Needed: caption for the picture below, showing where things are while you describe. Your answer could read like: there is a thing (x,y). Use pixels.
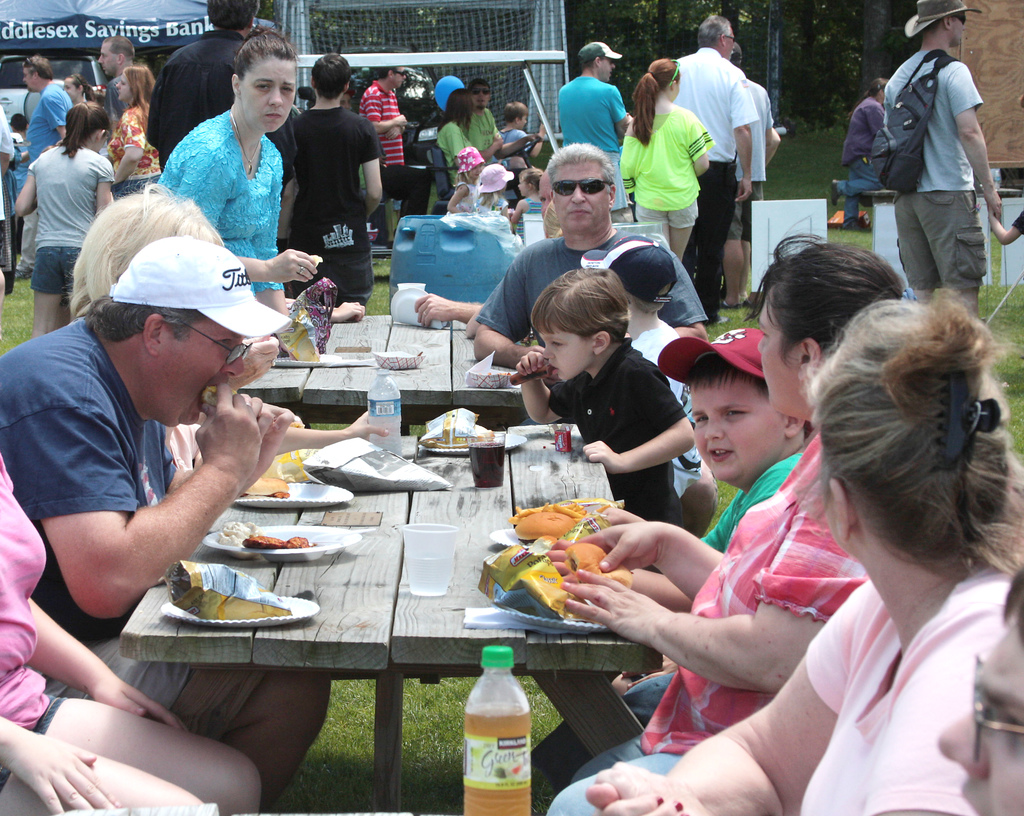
In this picture i could see many number of persons (622,350) sitting around the table (410,601) and having a snack (596,530). It seems like some park (789,78) with greenery (643,31) at the background (620,46) and grass (415,756) on the ground (405,744).
